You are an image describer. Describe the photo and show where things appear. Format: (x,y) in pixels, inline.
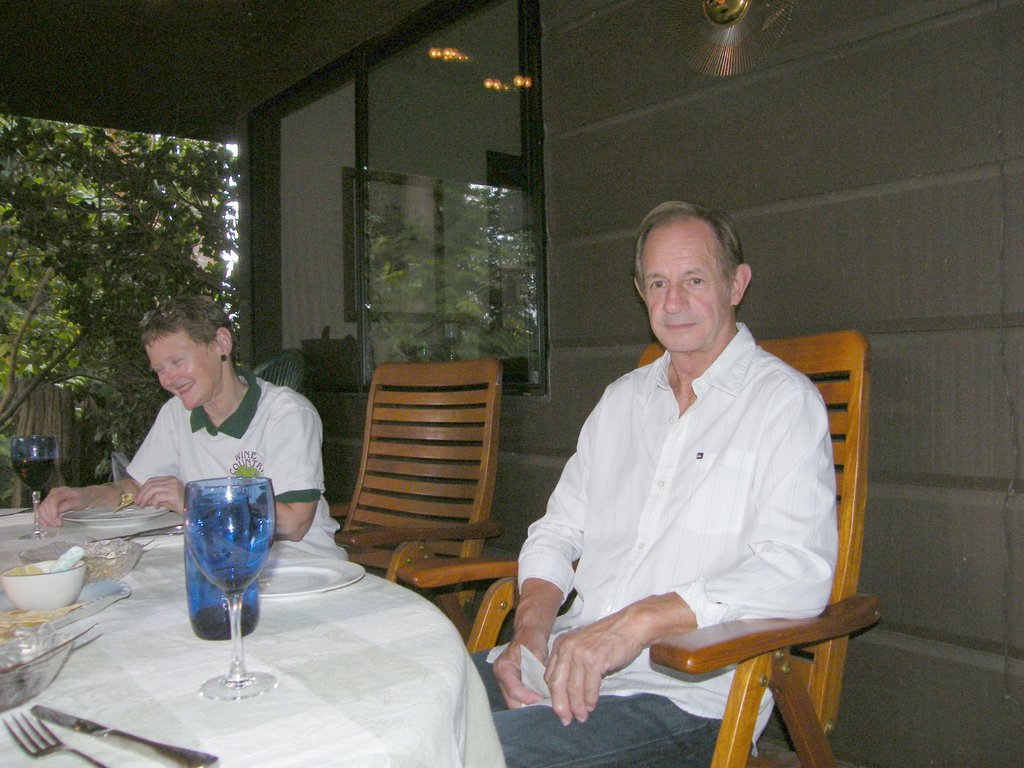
This image is taken in outdoors. There are two persons (753,601) in this image. In the left side of the image (16,754) there is a table (62,532) which has a tablecloth (329,619) and there is a glass (226,553) and a wine (43,481), a fork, a knife (81,719) a bowl (29,601) with food (52,564) on the table (129,579). There is a tree (93,133) in the left side of the image (143,197). In the right side of the image (751,542) a man (813,469) is sitting on a chair (723,646). In the left side of the image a woman (156,345) is sitting on a chair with a smiling face (186,393). There is a glass window (512,323), a wall (666,103) in this image.
